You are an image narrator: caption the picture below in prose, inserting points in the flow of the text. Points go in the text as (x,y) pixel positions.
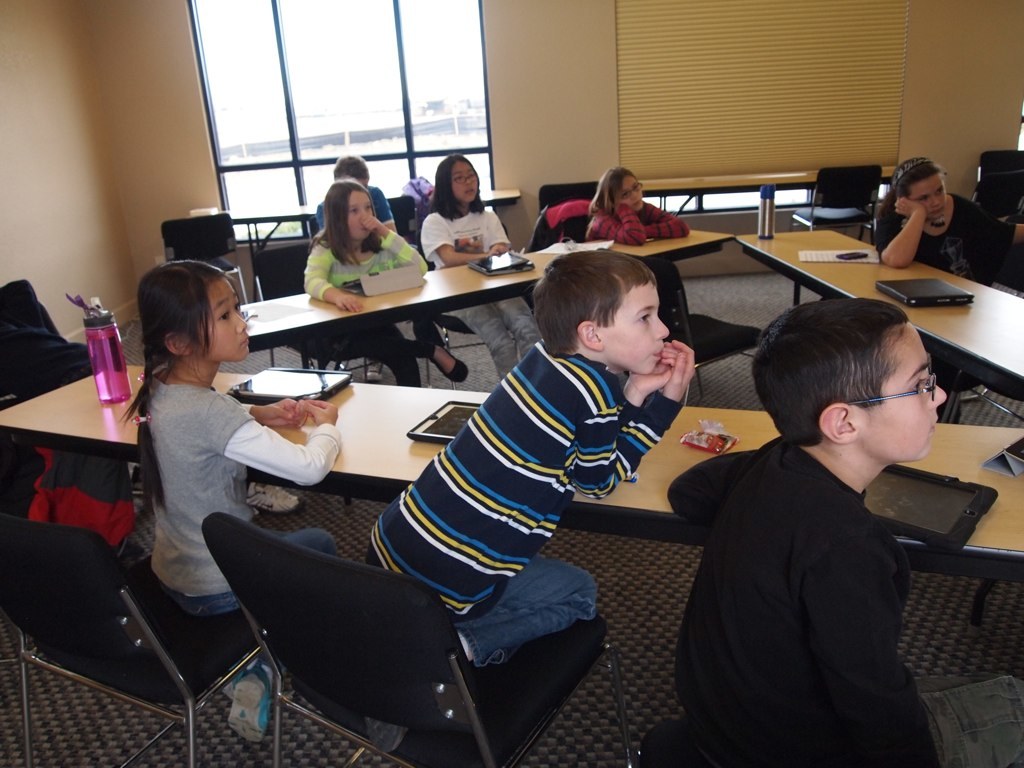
In this image there are group of people (438,571) sitting in chair (318,582), and in table (342,449) there is bottle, Ipads (460,416), laptop (941,284), there is carpet (579,724) and the back ground (230,15) there is a window (419,150).
